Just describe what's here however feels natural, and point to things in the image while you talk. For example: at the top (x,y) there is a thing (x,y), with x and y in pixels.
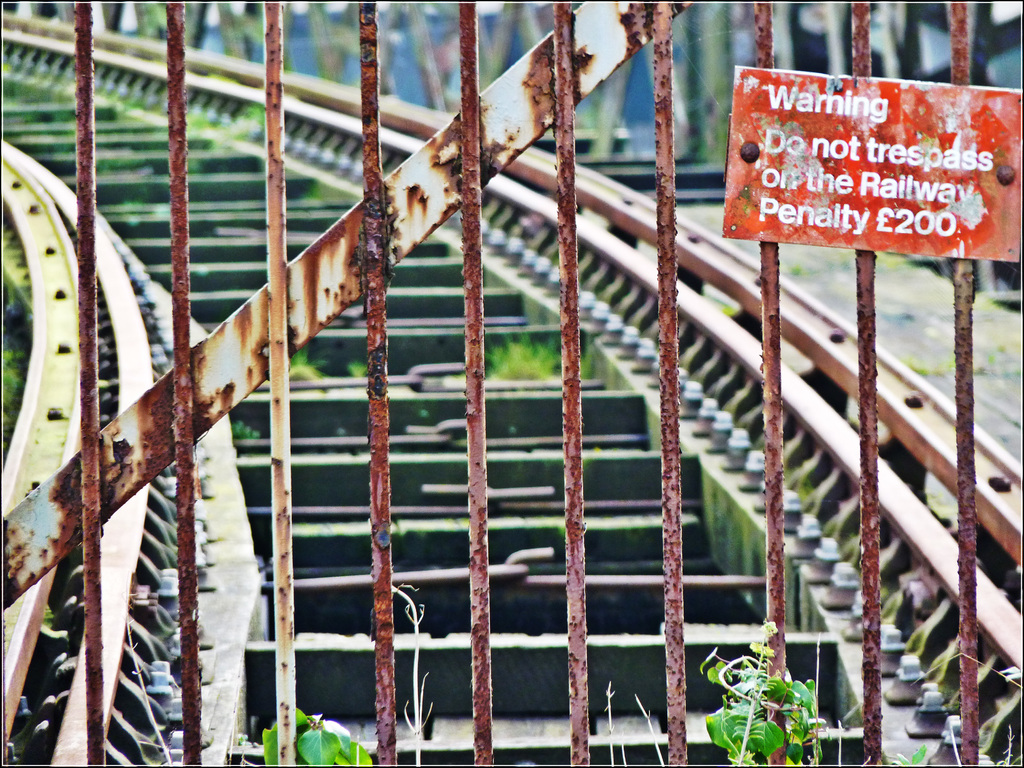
In this image I can see the iron gate (464,232) and the board (790,138) to it. And there is something written on the board (808,172). In the back (514,357) I can see the track (366,547). And I can see the blurred background (354,7).
